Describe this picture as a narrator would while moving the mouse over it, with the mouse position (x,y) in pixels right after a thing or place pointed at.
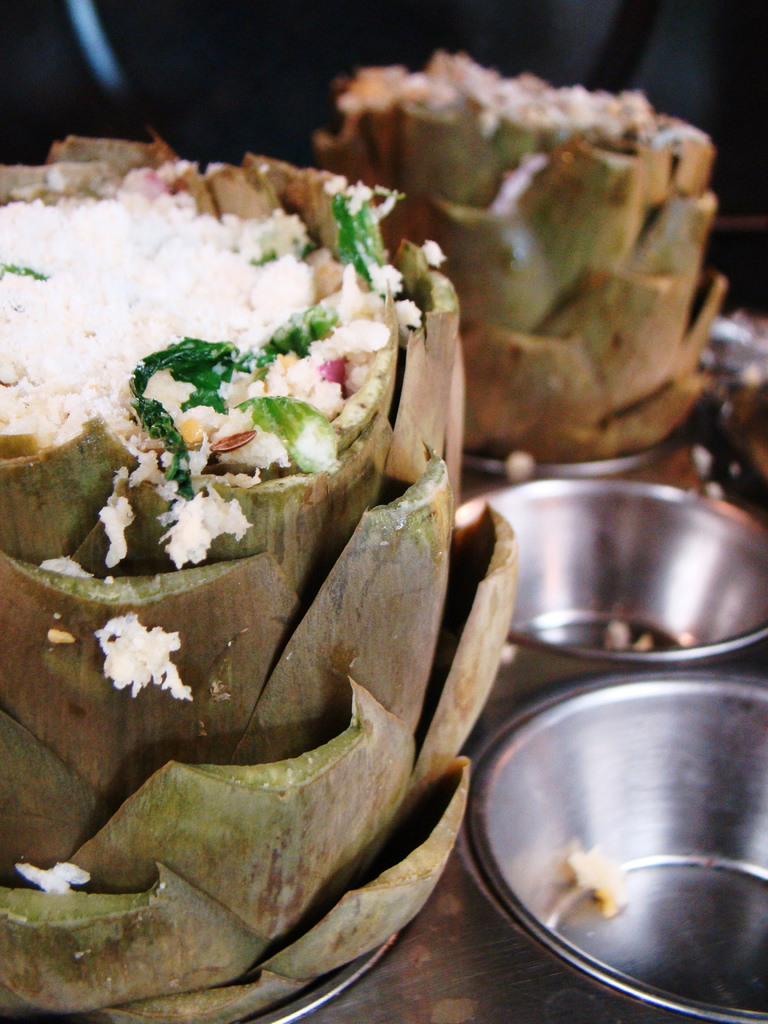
In this image I can see food (84,355) in green colour things (343,489) and I can see few bowls (603,754). I can see this image is little bit blurry from background (148,112).
